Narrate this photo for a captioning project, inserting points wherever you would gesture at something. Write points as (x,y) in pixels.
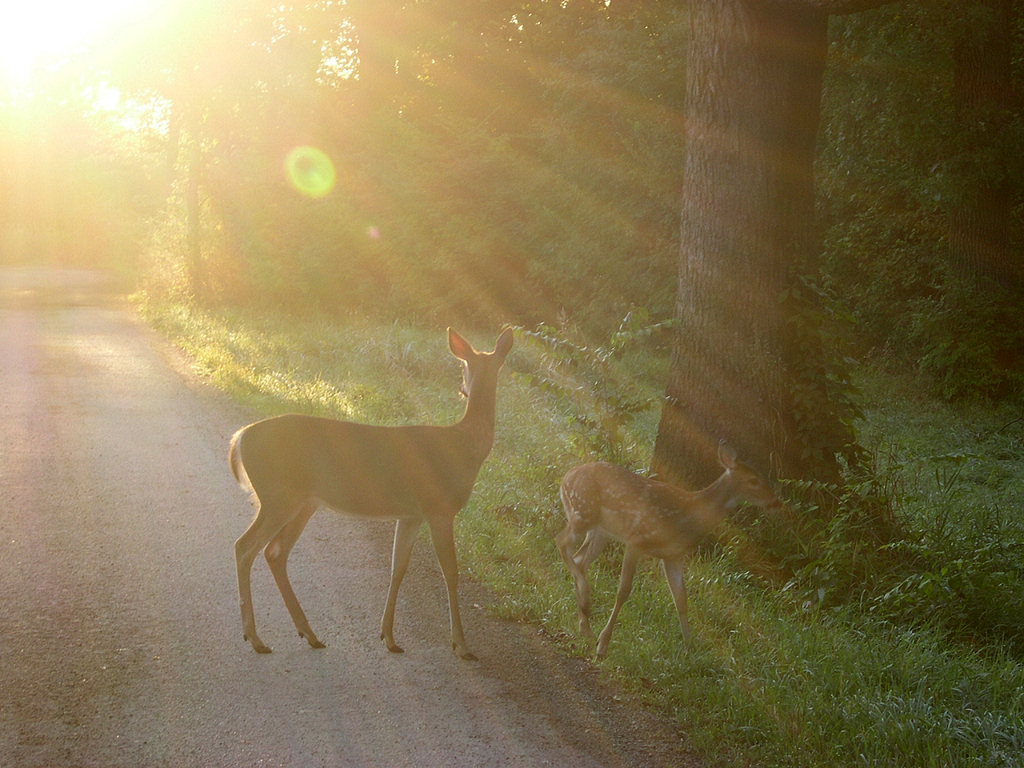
In this picture I can see deers (599,495) are standing on the ground (535,533). In the background (113,447) I can see a road (102,362), grass (432,371), plants (857,532), sunlight (161,32) and trees (528,218).
